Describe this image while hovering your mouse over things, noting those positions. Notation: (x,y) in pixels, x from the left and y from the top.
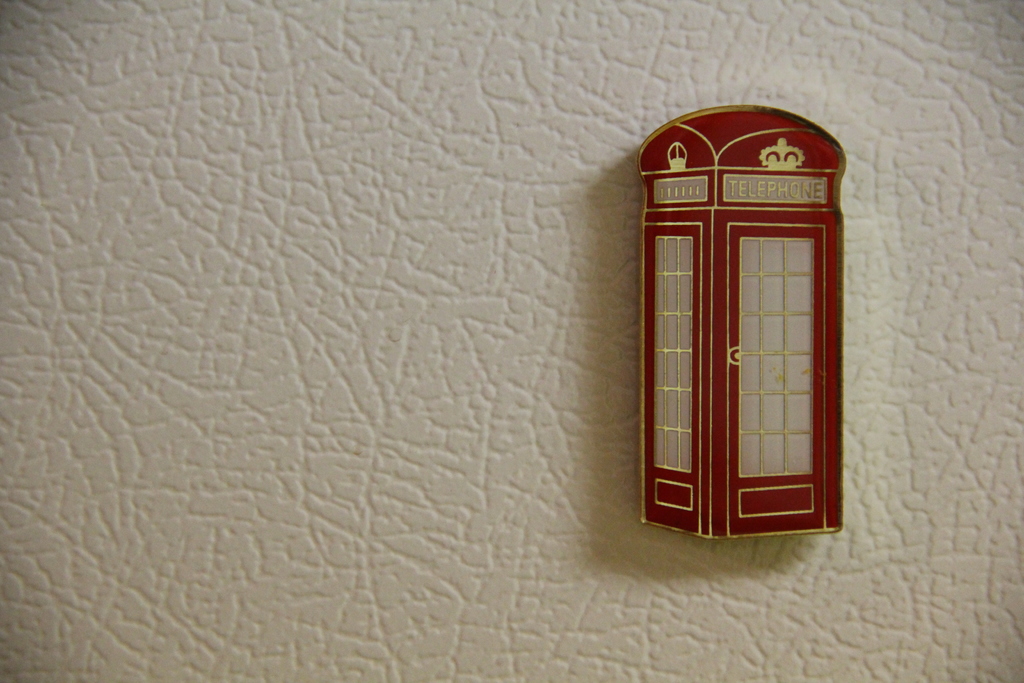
This image is taken indoors. In the middle of the image (429,385) there is a wall (443,211). On the right side of the image (718,496) there is a telephone booth (728,416).
